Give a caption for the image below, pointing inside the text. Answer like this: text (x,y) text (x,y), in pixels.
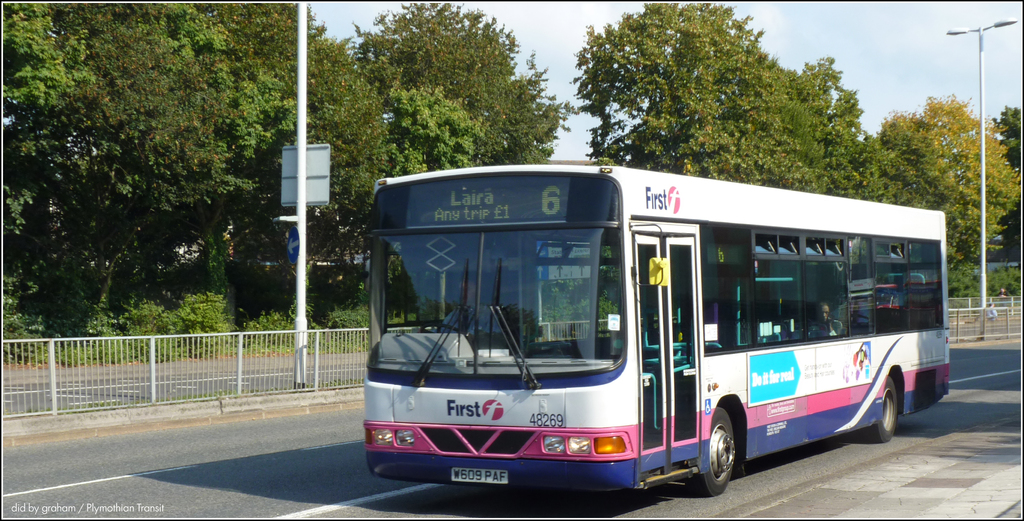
In this image I can see a road (775,489) in the front (995,405) and on it I can see a bus (686,408). I can also see two persons (829,326) are sitting in the bus (765,324) and I can also see something is written on the bus (429,301). In the background (949,140) I can see two poles (983,282), street lights (981,32), a sign board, number of trees (618,72), iron fencing (959,330) and the sky (871,85). I can also two more persons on the right side of the image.
